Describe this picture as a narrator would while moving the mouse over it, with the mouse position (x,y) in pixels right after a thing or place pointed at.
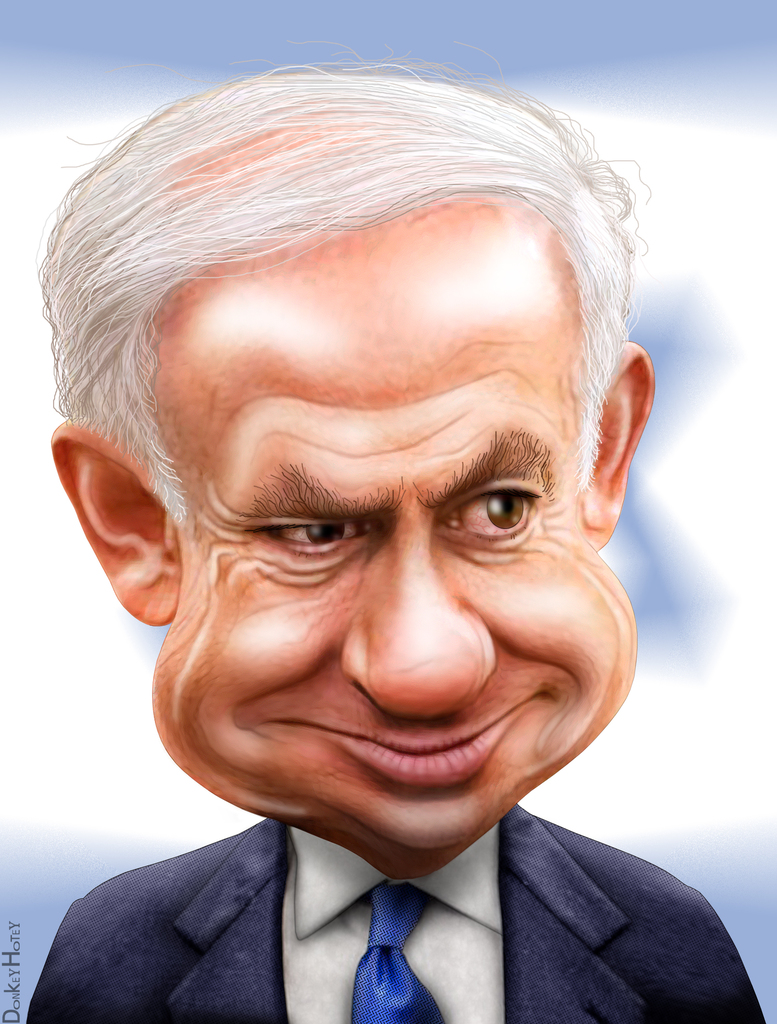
In this image we can see an edited image of a person (327,633). The background of the image (14,839) is blurred. In the bottom left (9,965) we can see the text (14,955).
